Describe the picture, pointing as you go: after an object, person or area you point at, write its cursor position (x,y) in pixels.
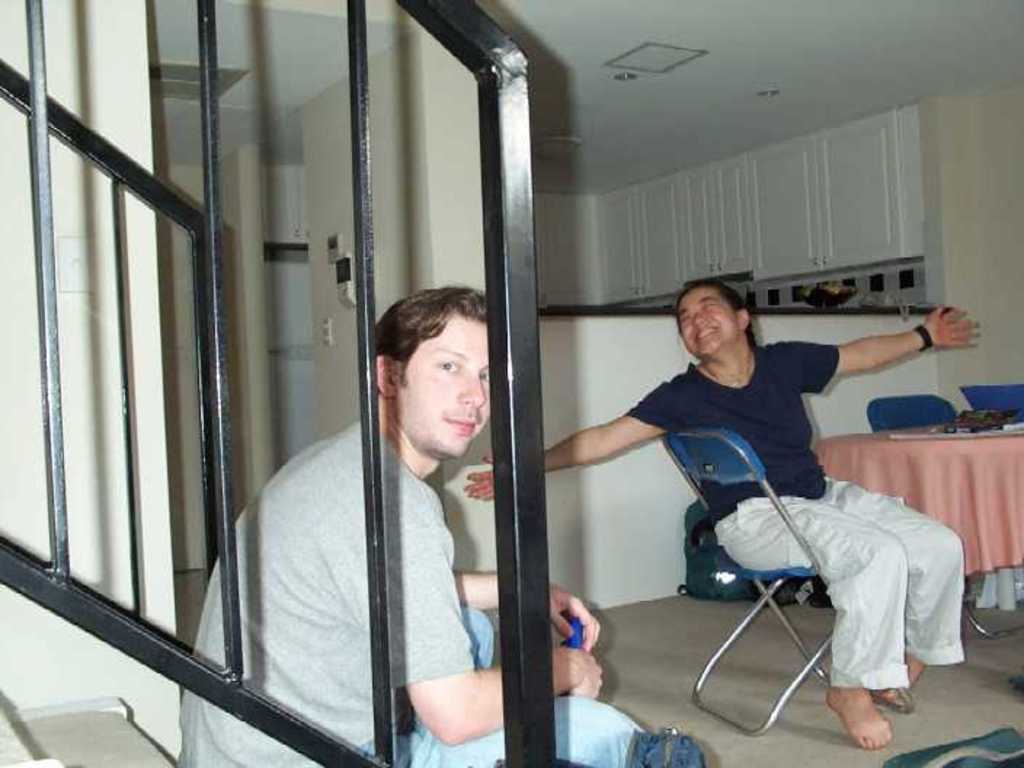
In this picture there are two boys (457,419) sitting in the room (332,201). On the right side (863,539) there is a boy (727,493) wearing blue color t-shirt (797,463) and white track (843,542) sitting on the chair (783,611) with smiling. In the front (453,647) we can see another boy (401,549) wearing grey color t-shirt (319,599) sitting on the steps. In the background (678,231) we can see white color kitchen cabinet door (710,222).
